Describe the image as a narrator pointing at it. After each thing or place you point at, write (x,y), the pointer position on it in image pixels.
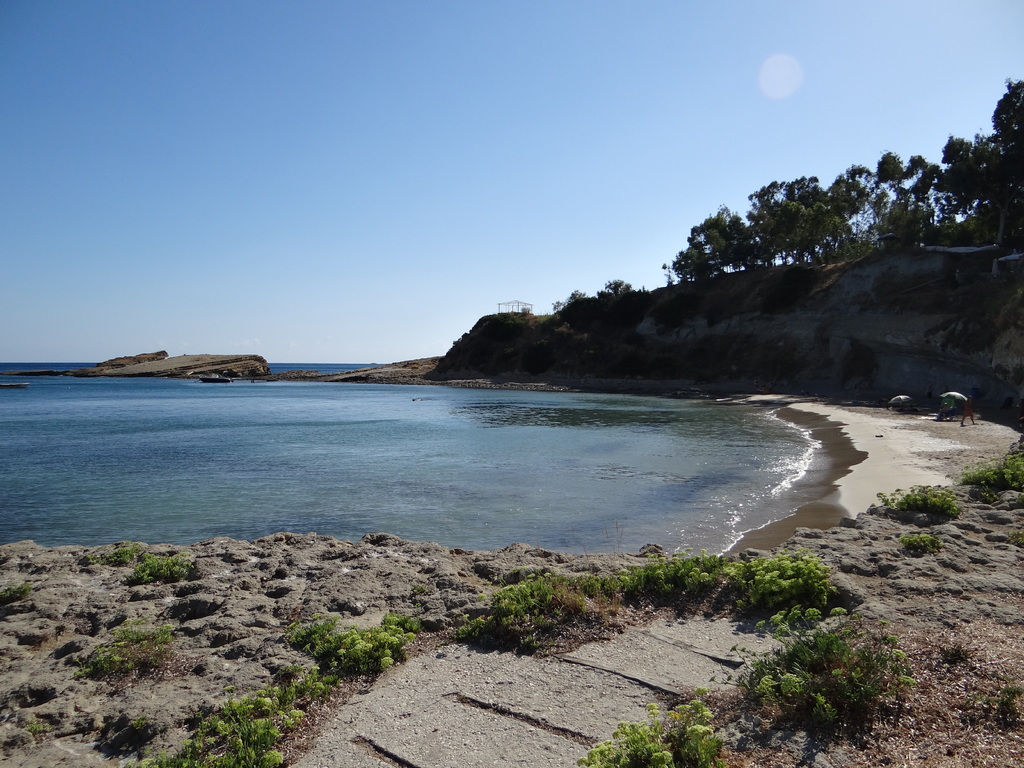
There are plants (606,766) on the dry land (914,624). In the background (490,525), there is an ocean (152,420), there are trees (702,265) on a hill (573,325) and there is a sun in the blue sky (614,87).
